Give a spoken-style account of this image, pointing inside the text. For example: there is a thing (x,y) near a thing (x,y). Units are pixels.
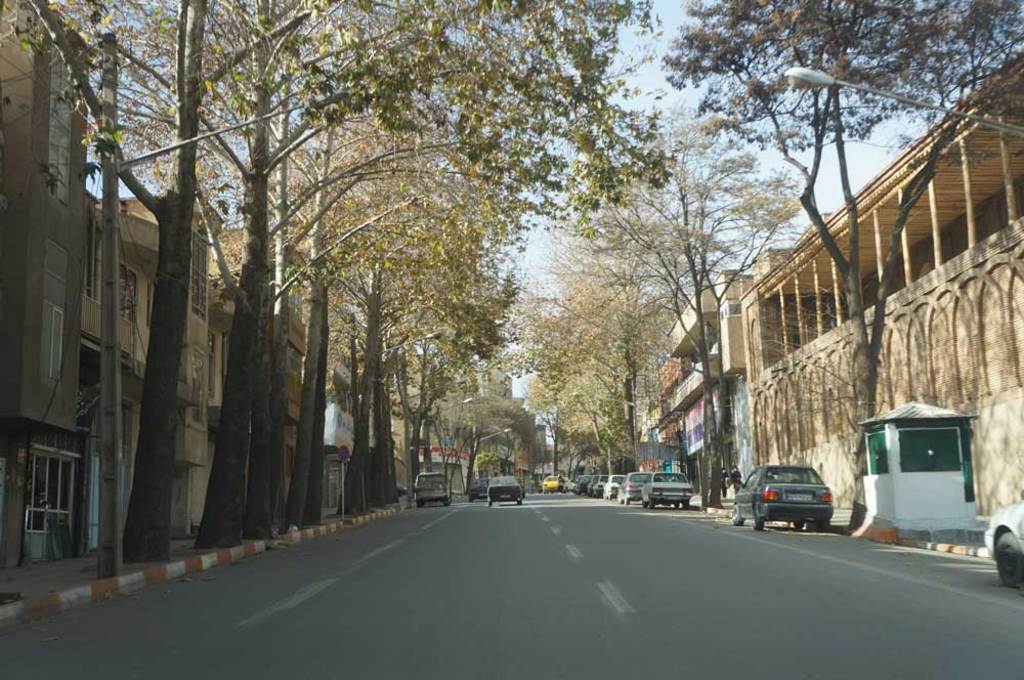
In the picture I can see buildings (683,407), vehicles (641,490) on the road (507,580), pole lights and trees (558,472). In the background (528,241) I can see the sky (541,241).
